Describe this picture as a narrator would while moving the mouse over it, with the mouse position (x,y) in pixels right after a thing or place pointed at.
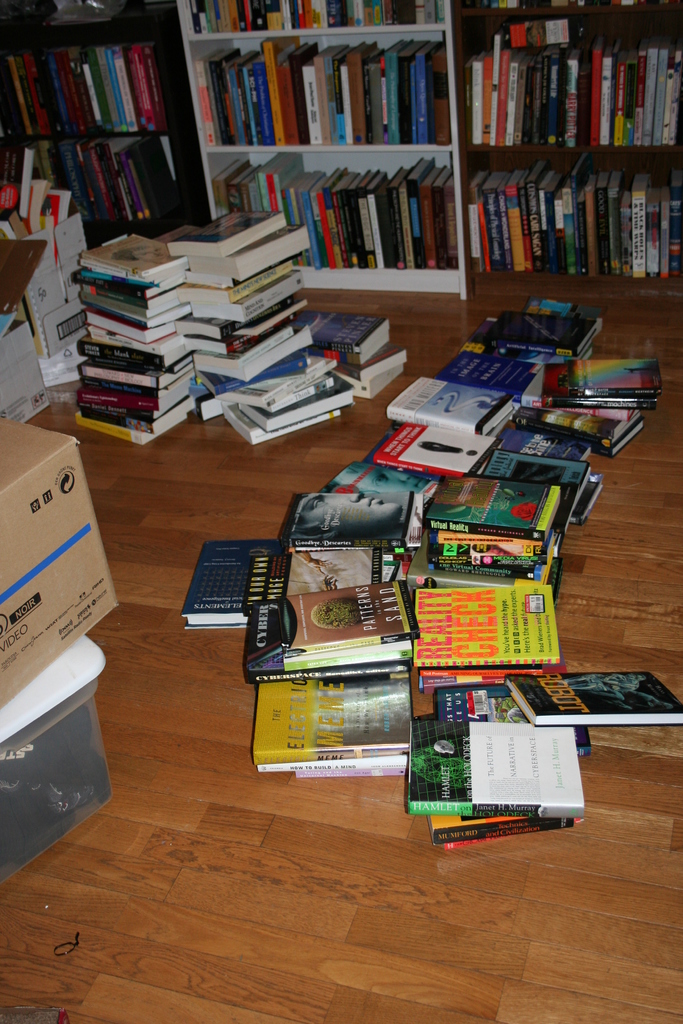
At the bottom of the picture (370,830), we see a wooden floor (296,859). On the left side (50,457), we see a carton box (6,555) which is placed on a box (57,718). This box (54,739) is in white and grey color. Beside that, we see the cardboard boxes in which books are placed. In the middle (348,665), we see the books (334,397). In the background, we see the racks (451,112) in which many books (342,193) are placed.
